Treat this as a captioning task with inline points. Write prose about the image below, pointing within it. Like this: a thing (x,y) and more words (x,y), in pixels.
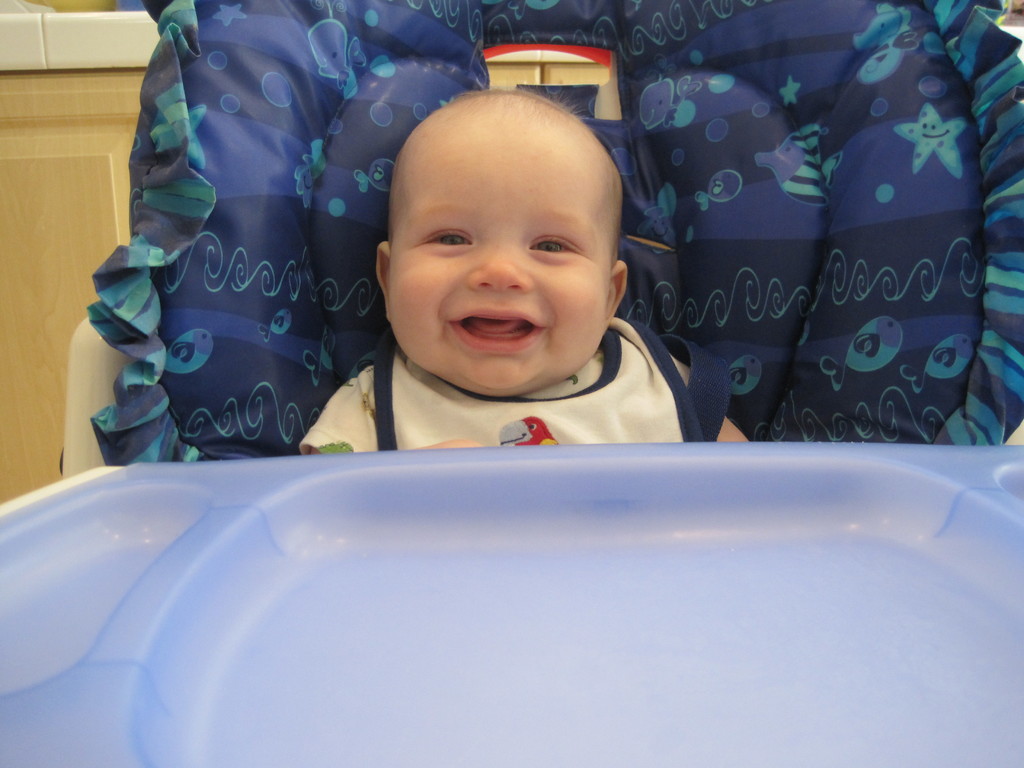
In this picture there is a kid (500,324) sitting in a high chair (227,335). On the left (63,191) there is a closet door (73,190).
